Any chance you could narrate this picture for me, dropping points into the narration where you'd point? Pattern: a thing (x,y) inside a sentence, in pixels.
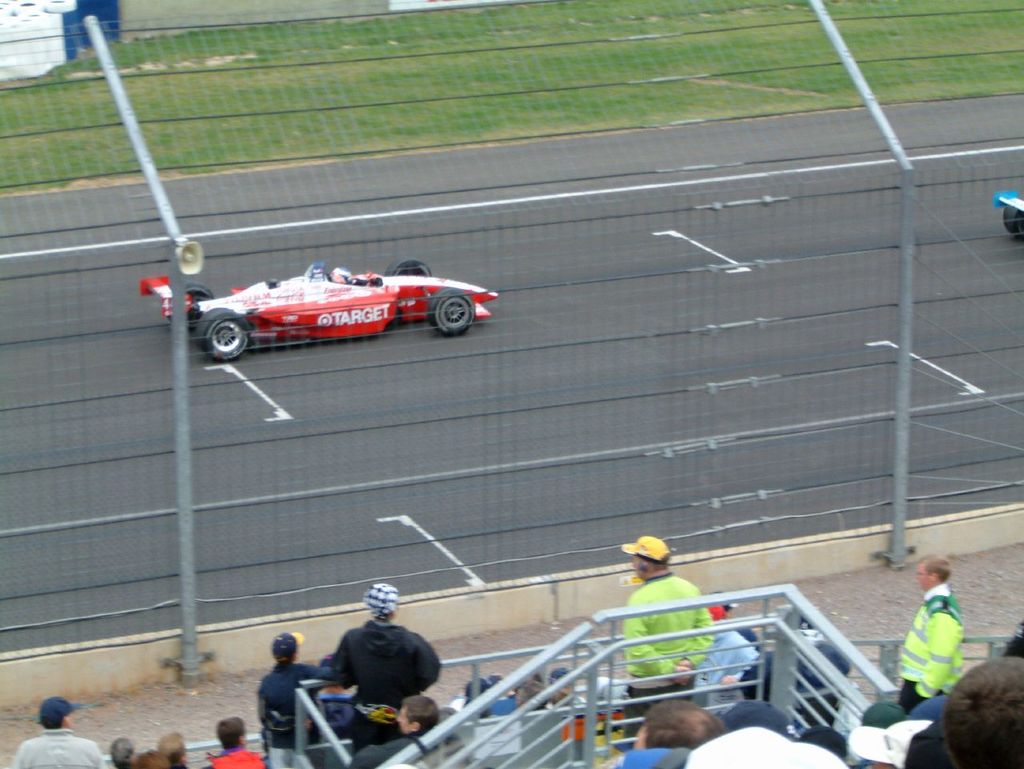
This picture is clicked outside. In the foreground (684,703) we can see the group of people (672,730) and the metal rods (858,640). In the center (356,316) there is a red color race car (331,314) seems to be running on the road (695,294) and we can see the metal rods (848,67). In the background (246,72) there is a green grass (393,72) and some other objects (100,10).
